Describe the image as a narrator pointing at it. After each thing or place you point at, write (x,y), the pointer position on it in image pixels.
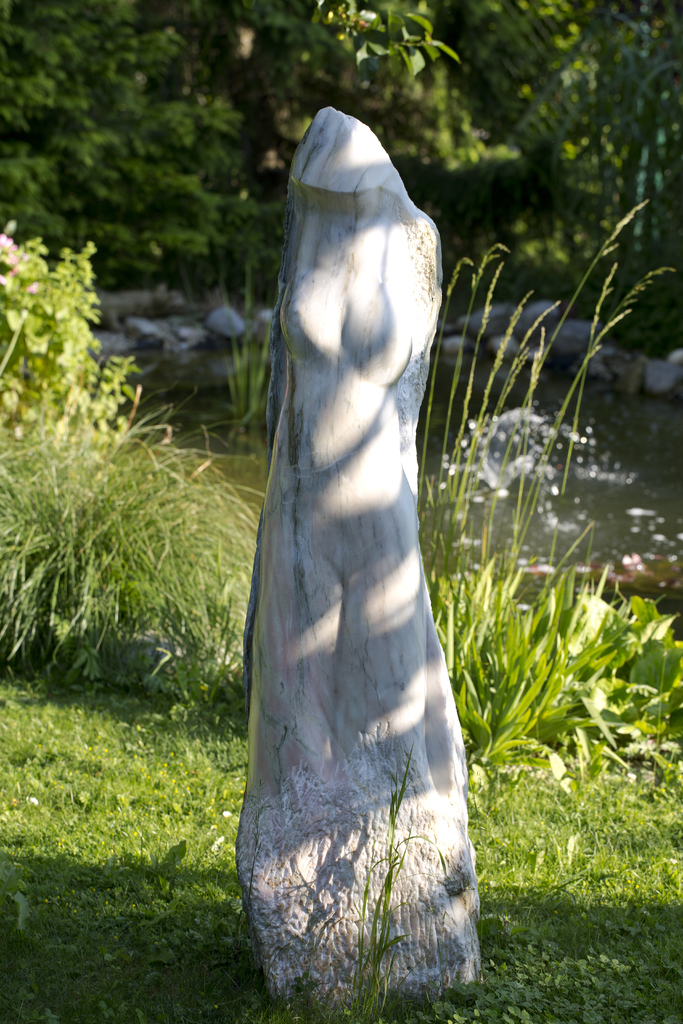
In the middle (382,642) it is a white color stone (363,511) which is in the shape of a female. In the right side (622,464) it is water (577,576), there are trees (217,181).
